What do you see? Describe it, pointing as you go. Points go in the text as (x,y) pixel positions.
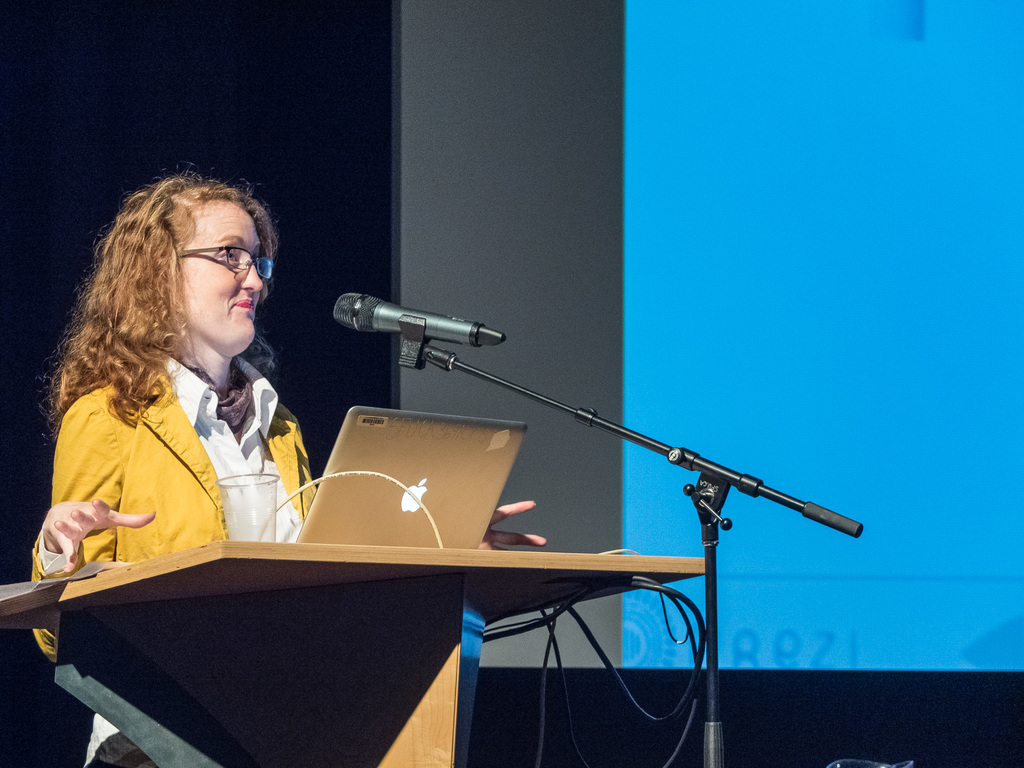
In this image there is one women (76,569) standing at left side of this image (229,443) is wearing white color shirt (232,461) and orange color jacket (159,486) and there is a table (243,643) in front of her and there is a laptop (415,493) in middle of this image (425,469) and there is a mic (340,307) in black color at middle (460,332) right side of this image (715,478) and there is a wall (586,273) in the background (560,384).
